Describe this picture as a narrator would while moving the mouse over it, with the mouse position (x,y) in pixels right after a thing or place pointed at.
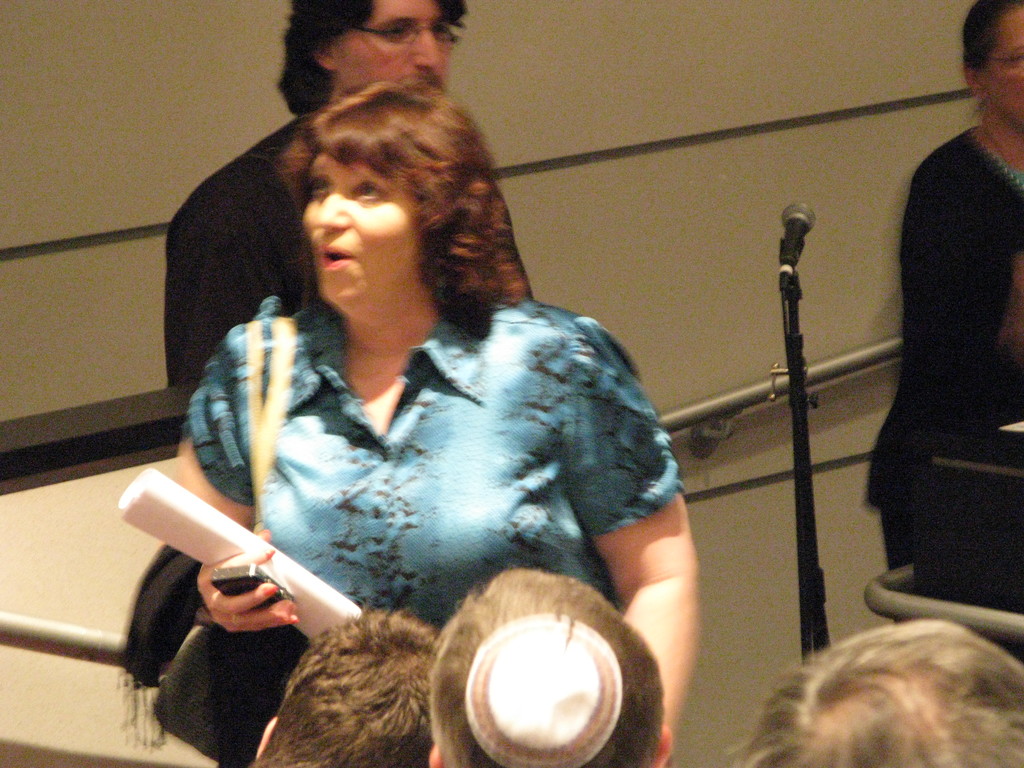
In this image in the center (383,331) there is one woman (298,482) who is holding papers (140,506), mobile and wearing a bag (283,387). And at the bottom (438,655) there are three peoples heads (531,714) are visible, and in the background (807,211) there is a mike (800,237) and some poles (79,633) and wall (271,77) and there are two people (905,234) standing and some other objects (985,490).
